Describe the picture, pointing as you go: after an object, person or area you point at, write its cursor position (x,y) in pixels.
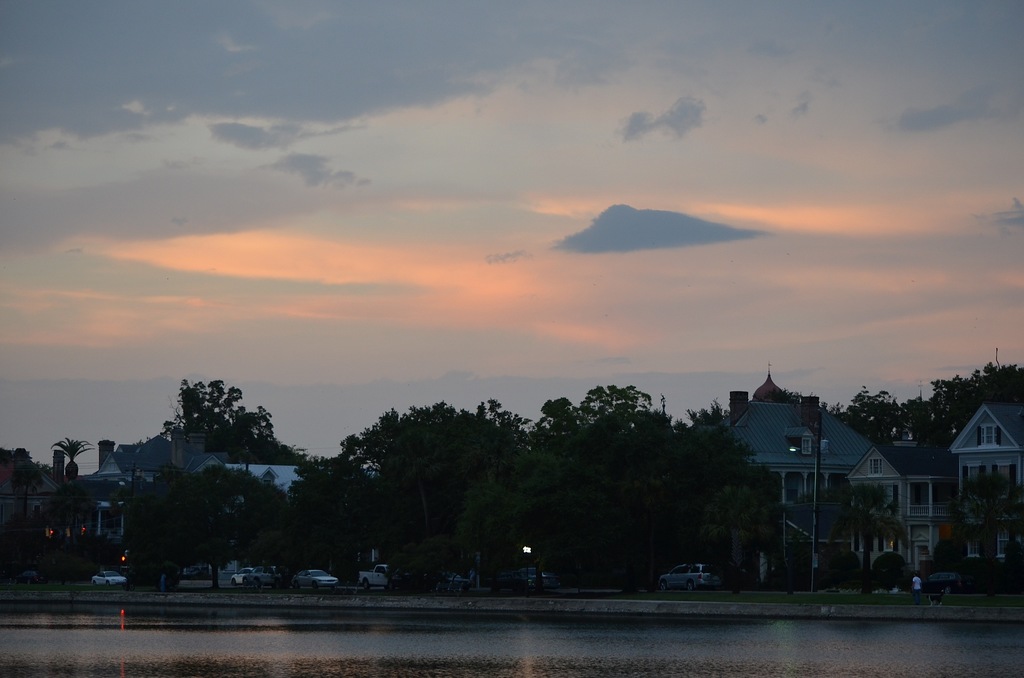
In this image in the center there is an object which is shining. In the background (327,330) there are cars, there is grass (768,596) on the ground (774,590), there are trees (271,497), buildings (794,487) and the sky (429,232) is cloudy.
